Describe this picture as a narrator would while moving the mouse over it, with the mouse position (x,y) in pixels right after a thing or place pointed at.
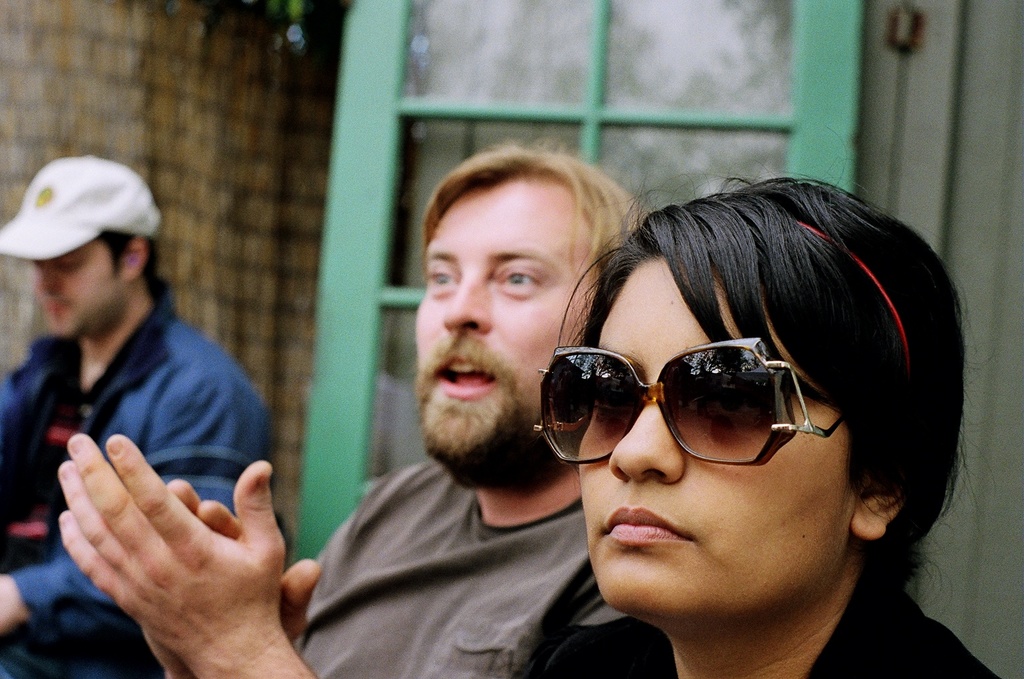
In the foreground of the picture (562,522) there is a man (512,477) and a woman (747,467). The woman (790,300) is wearing goggles (675,408). The background (41,304) is blurred. In the background (391,123) there is a person (171,389), a door (422,93) and wall (181,70).
